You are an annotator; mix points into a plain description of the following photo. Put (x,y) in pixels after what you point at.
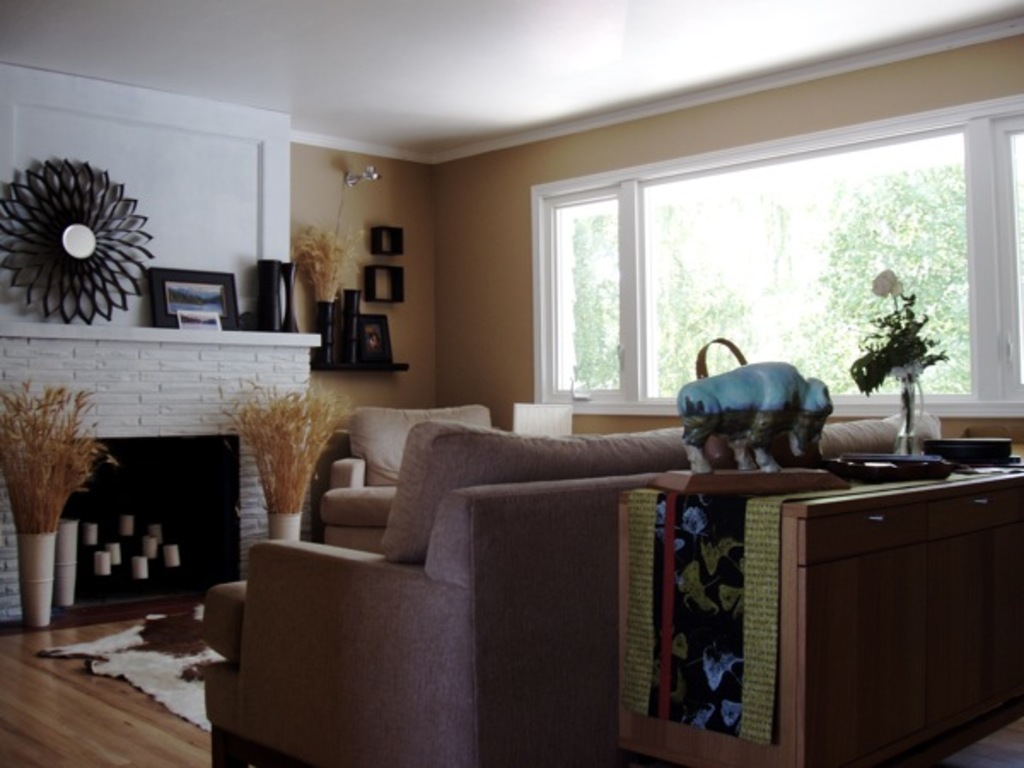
This is a picture of inside of the house (316,511), in this picture in the center (570,441) there is one couch (485,445). On the couch (487,541) there are some pillows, and in the foreground (824,573) there is one table (832,528). On the table (886,611) there is statue (729,414), flower pot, plant (884,378) and one carpet (687,594). In the background (37,465) there are two flower pots (48,542), plants (37,465) and on the right side (729,248) there is a window (684,269). In the center (394,279) there are some photo frames (370,326) on the wall (394,260), on the top (547,116) there is ceiling (271,74).
